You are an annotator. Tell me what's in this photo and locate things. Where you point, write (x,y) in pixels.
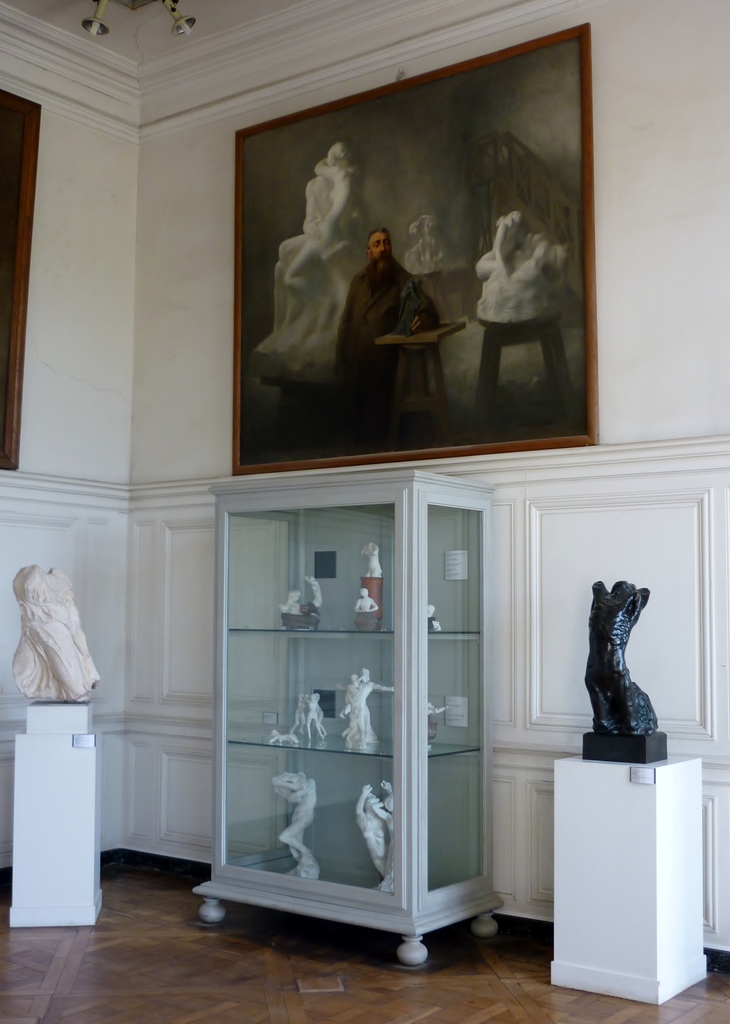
In the picture I can see sculptures (369,792), photos (17,285) on the wall (213,476) and some other objects (85,848) on the floor (303,924). I can also see glass cupboard (344,862) which has some objects (295,800) in it.
